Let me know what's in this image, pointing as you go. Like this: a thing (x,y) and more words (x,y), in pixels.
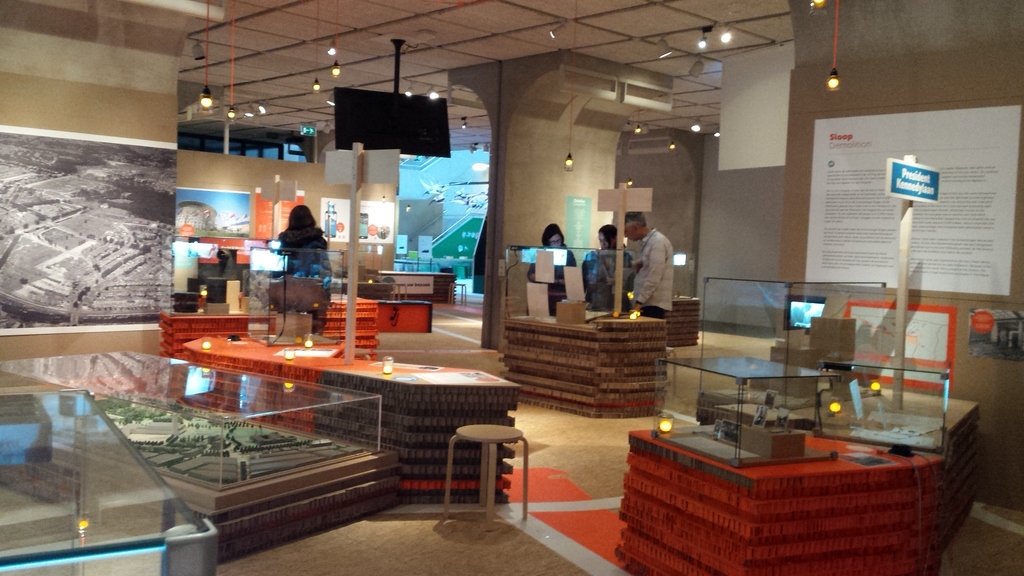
In this picture we can see a few models (161,420) in the glass objects (243,443). We can see a few trees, plants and other objects (279,437) are visible in these glass objects (101,476). We can see some colorful objects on the ground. There are a few posters (93,318) visible on the walls (216,159). We can see some text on the boards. There are a few objects (336,276) visible in the background (477,183). We can see some lights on top (477,167).
